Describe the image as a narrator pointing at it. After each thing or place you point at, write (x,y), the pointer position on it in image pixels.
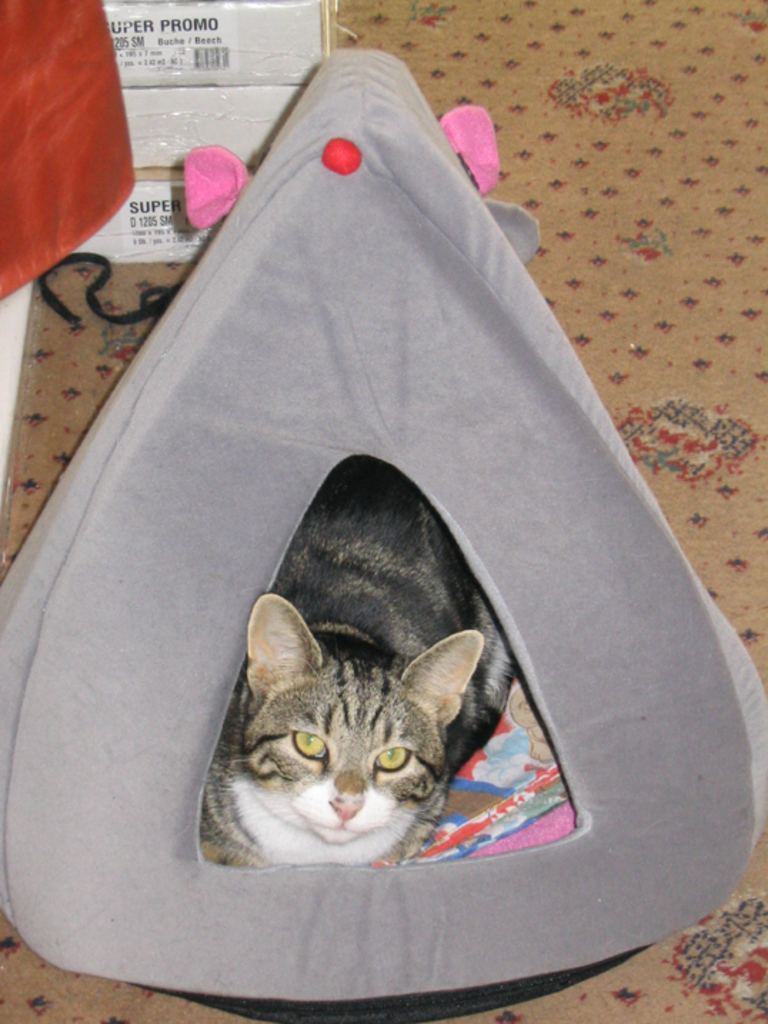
In this image there is a cat (326,695) inside the cat furniture (300,370) in the center (356,651). In the background (175,170) there are boxes (180,110) which are white in colour and there are some text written on it. On the left side (43,173) there is a curtain (54,181) which is red in colour and on the floor (156,299) there is a mat (623,332) and on the mat (623,362) there is black colour lace (120,318) on the left side (103,314).
